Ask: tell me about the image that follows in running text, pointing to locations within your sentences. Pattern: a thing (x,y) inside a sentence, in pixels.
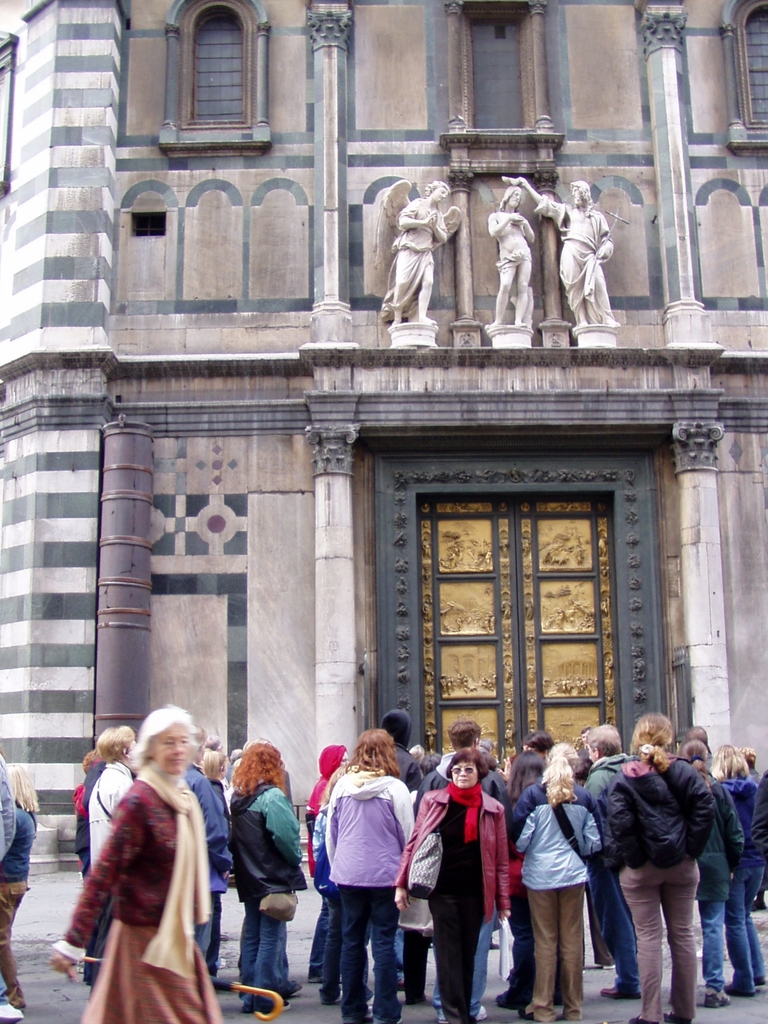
In this image I can see the ground (489,1006), number of persons (373,892) are standing on the ground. In the background (331,690) I can see a building (216,281) which is cream and black in color, few statues (424,241) which are cream in color on the building (465,260) and a huge door (515,571) which is black and gold in color. I can see few windows (223,37) of the building (613,36).
